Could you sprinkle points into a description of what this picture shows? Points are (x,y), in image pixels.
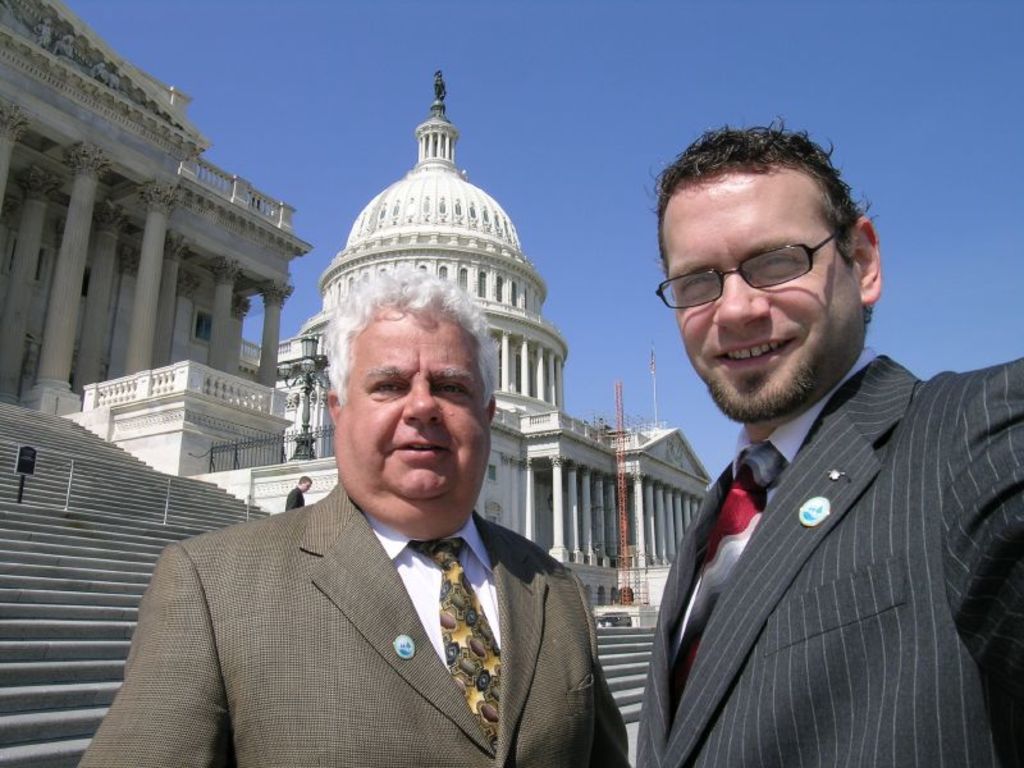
In front of the image there are two people (528,597) with a smile on their face (370,417), behind them there is a person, buildings (144,306) with pillars (233,318), metal rod fences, stairs (142,567), metal rods (620,428) and flag poles (654,375), on top of the building (549,418) there is a statue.
